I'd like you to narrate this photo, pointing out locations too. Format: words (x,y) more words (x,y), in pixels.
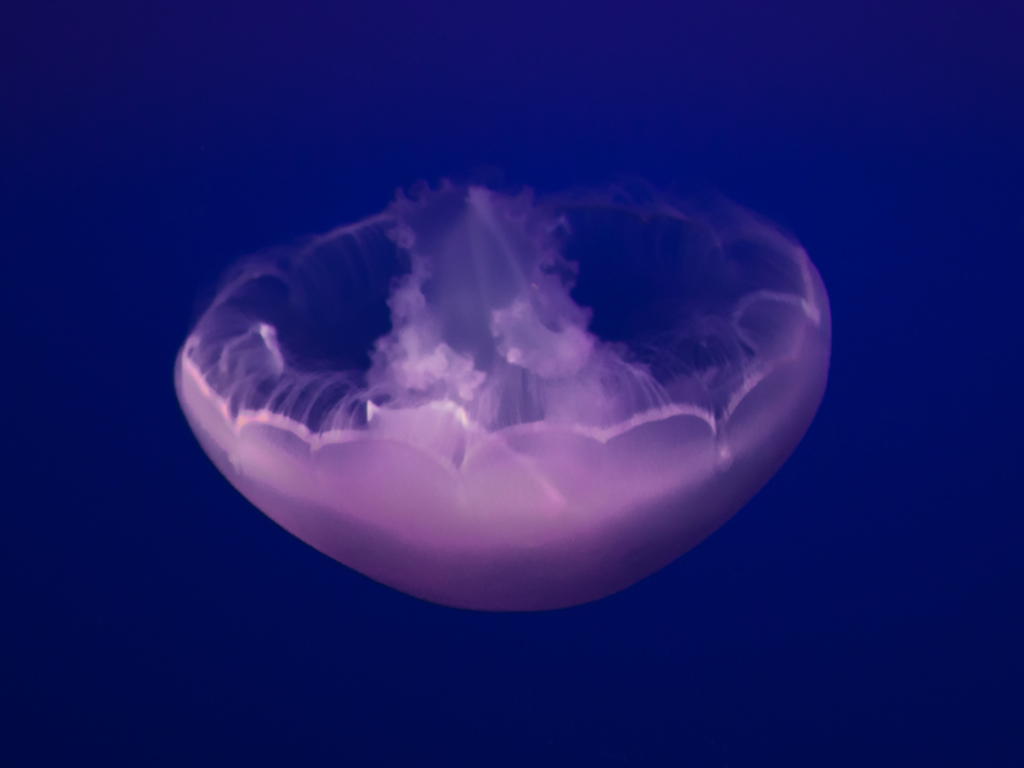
In this image a jellyfish (642,419) in the center of the image (645,351).
